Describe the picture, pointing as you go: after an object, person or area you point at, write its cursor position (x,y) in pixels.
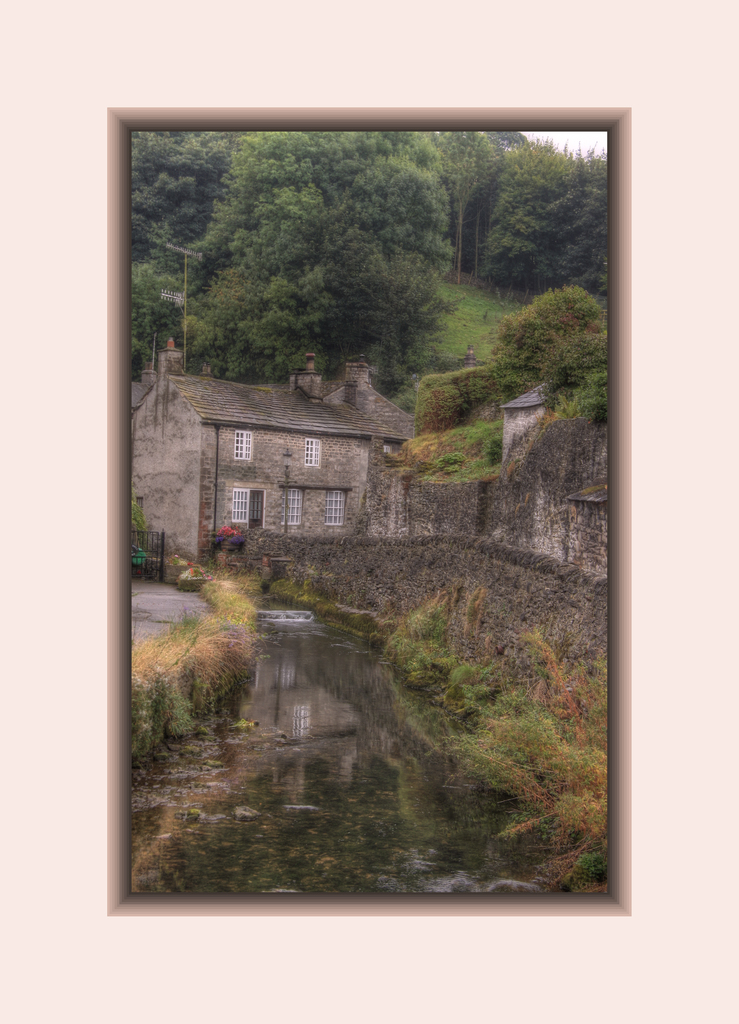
In this picture I can see a photo frame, at the bottom (286,745) there is water (301,741). There is a building (306,415) in the middle (317,418), in the background (307,196) I can see few trees (472,246). It looks like an edited image.
